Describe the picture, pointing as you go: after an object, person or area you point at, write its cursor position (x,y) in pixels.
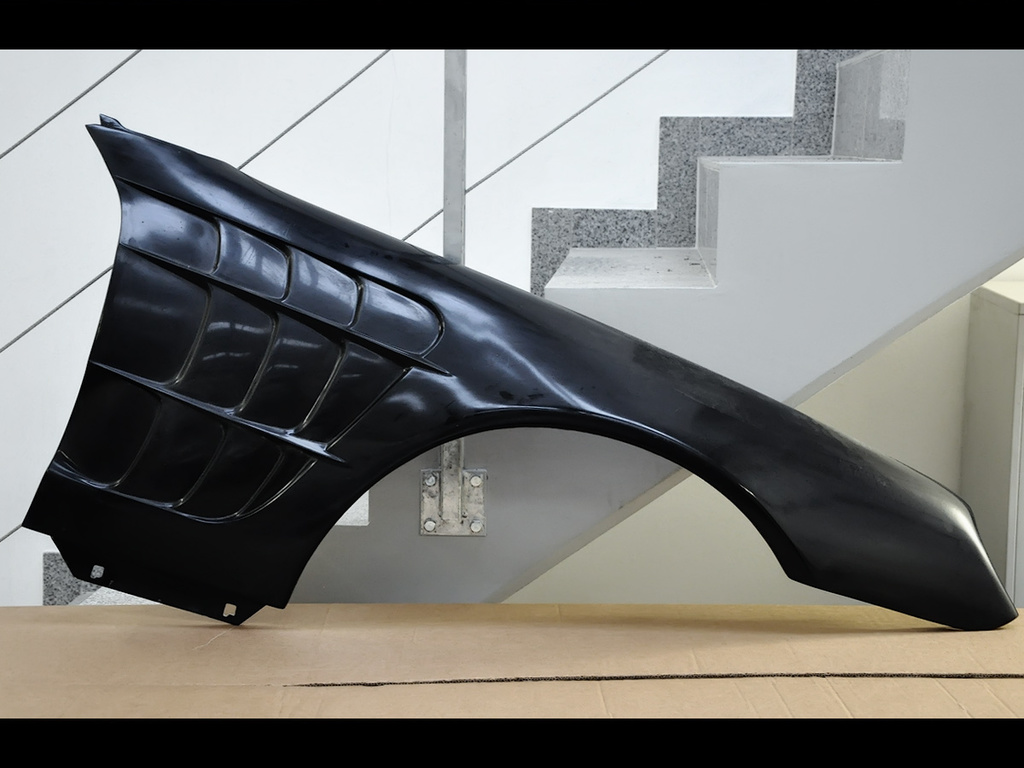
In this picture we can see a cardboard box (471,668) at the bottom (471,668), there is something present on the box (588,661), in the background (853,112) there are some steps (958,96), we can see a wall (471,113) here.
